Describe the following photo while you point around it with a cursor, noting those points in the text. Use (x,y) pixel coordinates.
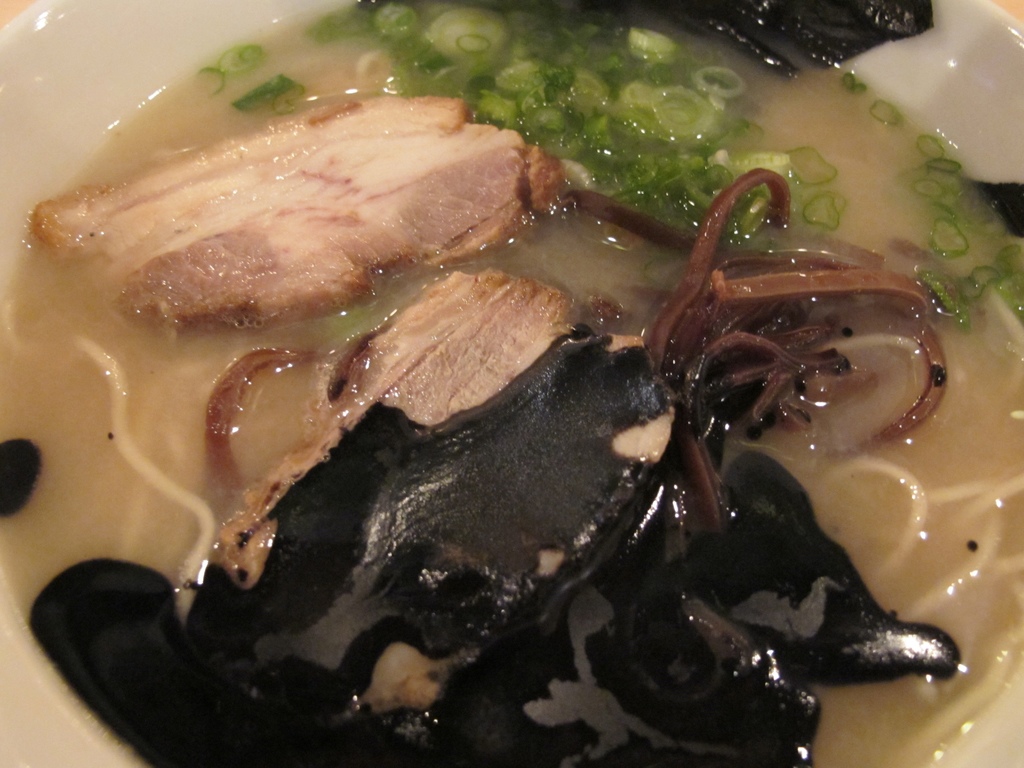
In this image there is a food item (615,438) in a bowl (74,120).
